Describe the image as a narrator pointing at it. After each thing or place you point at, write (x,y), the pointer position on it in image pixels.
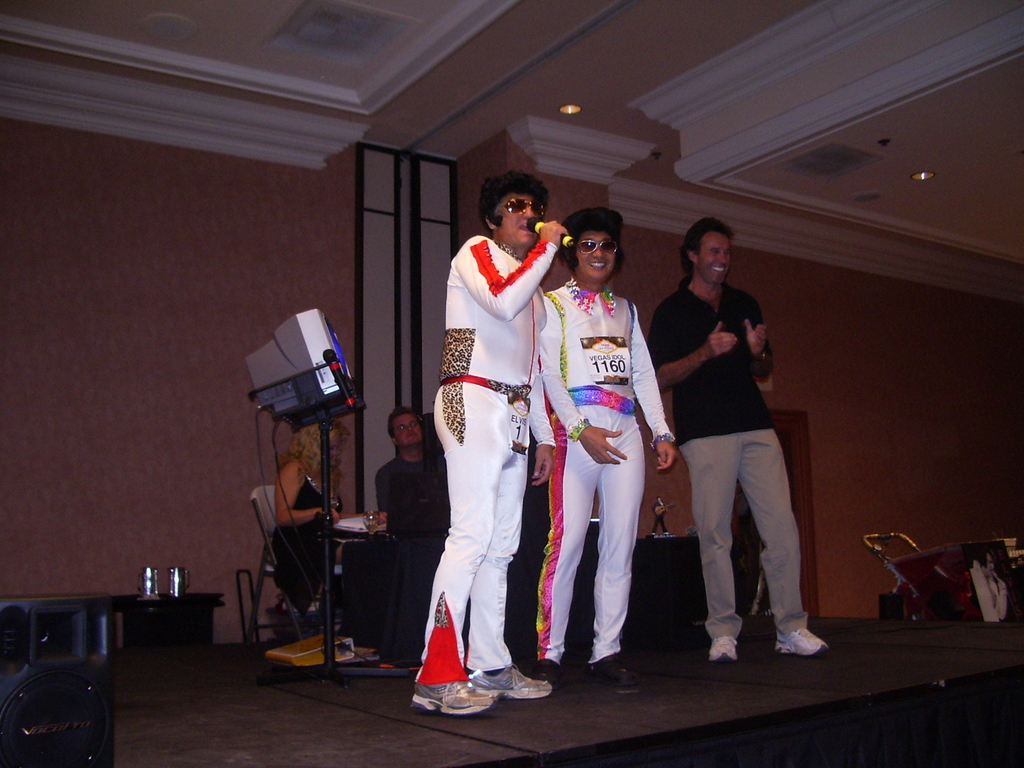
This picture consists of three persons (705,438) standing on stage (323,711) and one person (472,264) holding a mike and wearing a white color dress (541,370), back side of him I can see a system (430,485) and two persons (391,471) sitting on chair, on the left side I can see steel object (175,567) and background (68,305) I can see the wall (908,307) and I can see a chair (914,574) on the right side (916,562).
